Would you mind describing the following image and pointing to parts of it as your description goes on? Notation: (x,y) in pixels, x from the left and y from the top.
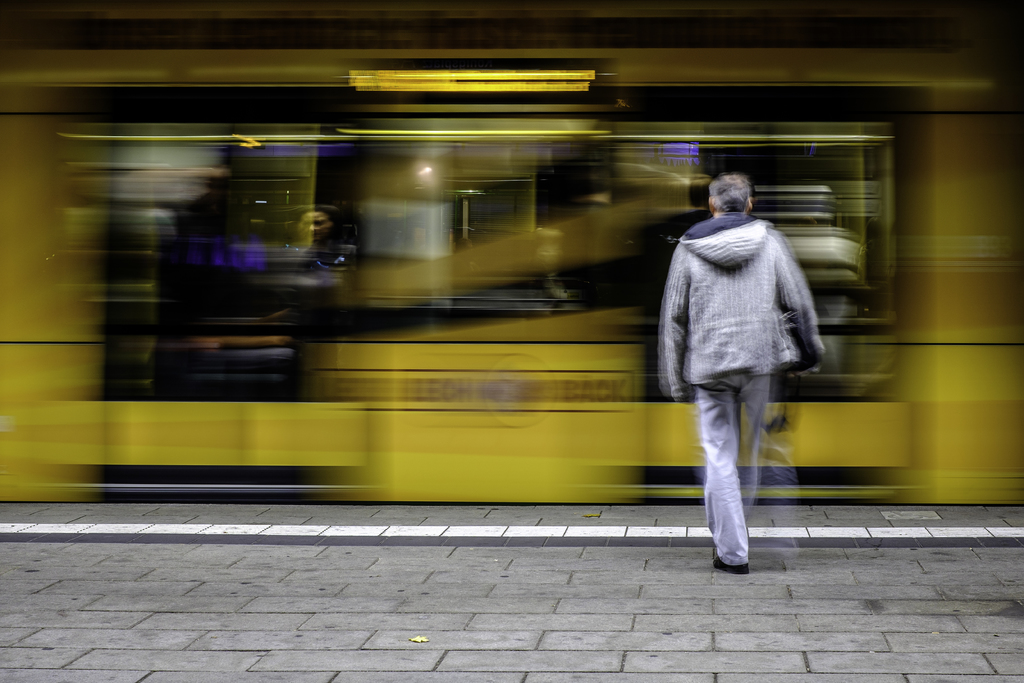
In this picture there is a man (780,291) on the right side of the image (786,380) and the background (579,191) area of the image is blur.
